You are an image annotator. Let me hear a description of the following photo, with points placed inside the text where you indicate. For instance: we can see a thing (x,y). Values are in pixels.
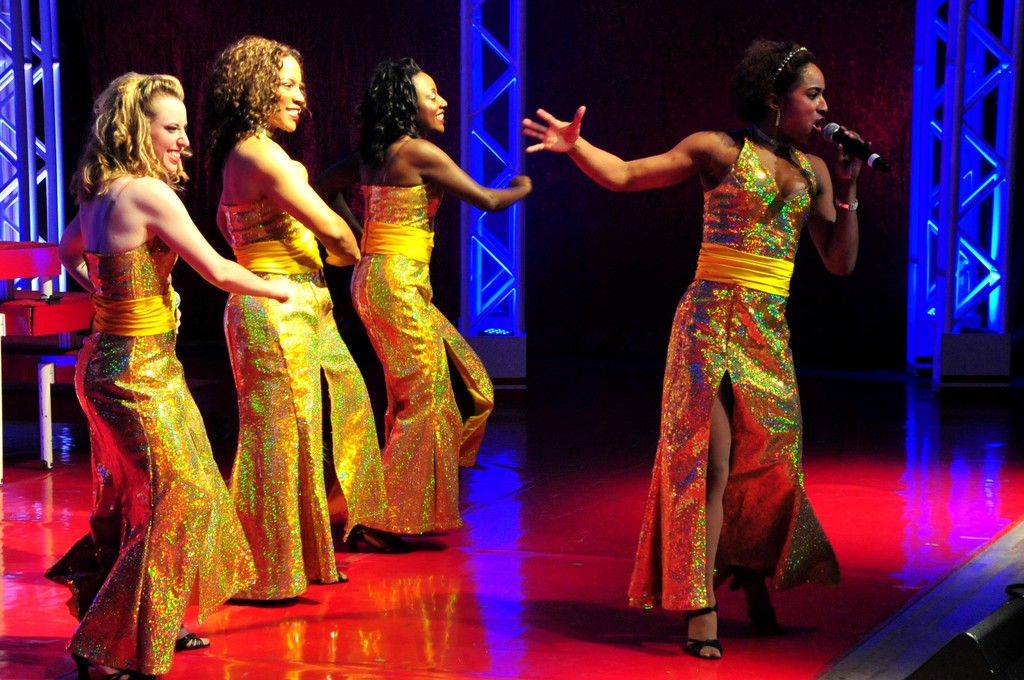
In this picture it is a stage (529,447), on stage (529,447) we can see women (119,383) dancing. Towards right (766,400) there is a woman (751,177) holding mic (867,154) and singing. In the background (630,17) there are iron frames (27,45) and it is dark. On the left (33,349) there is a table like object (44,325).
